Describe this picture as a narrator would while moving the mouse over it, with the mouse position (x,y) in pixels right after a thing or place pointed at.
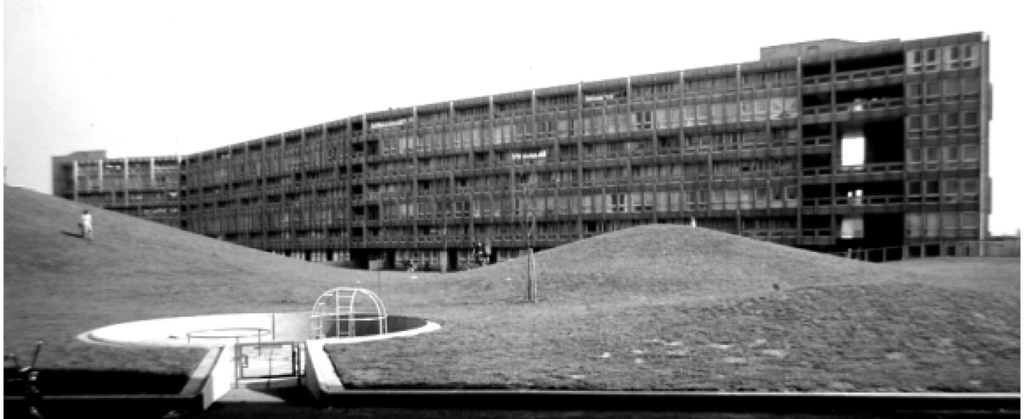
This is a black and white image. In this image we can see round shaped architecture (243,323) with walls (219,389), gate (283,359) and ladders (313,324) at the bottom (289,353). In the back (273,158) there is a building (504,148) with windows (543,177) and pillars (363,178). On the left side (90,226) we can see a person (85,225). In the background (236,80) there is sky (498,28).
